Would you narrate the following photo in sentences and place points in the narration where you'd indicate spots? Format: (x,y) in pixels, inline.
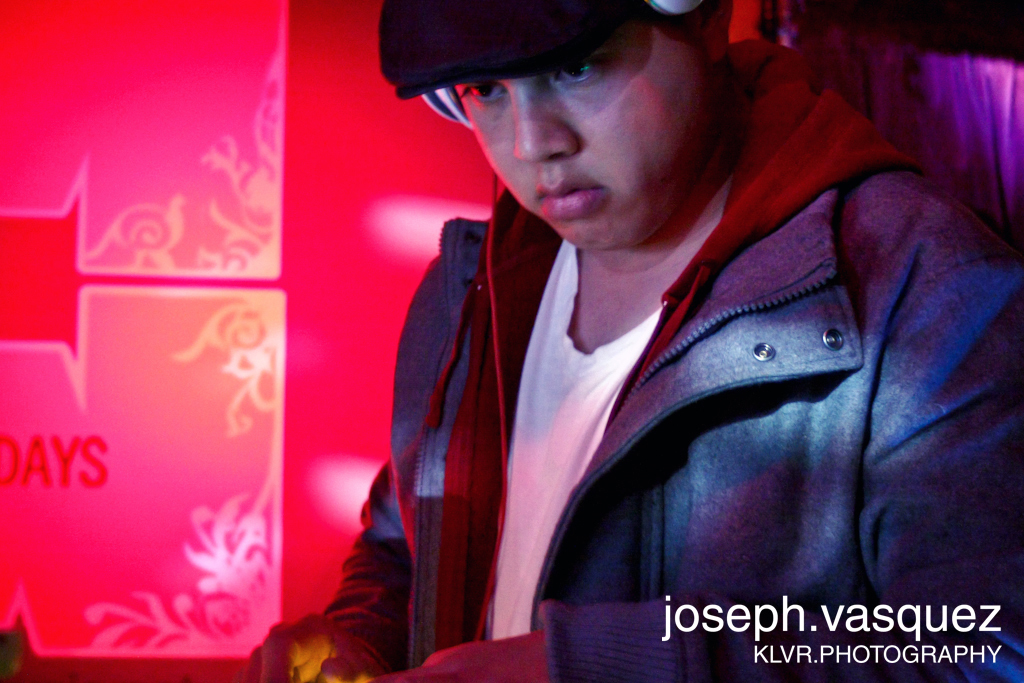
In this picture we can see a man (529,331), he wore a headset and a cap (548,28), at right bottom of the image (828,623) we can see watermarks (718,620).
